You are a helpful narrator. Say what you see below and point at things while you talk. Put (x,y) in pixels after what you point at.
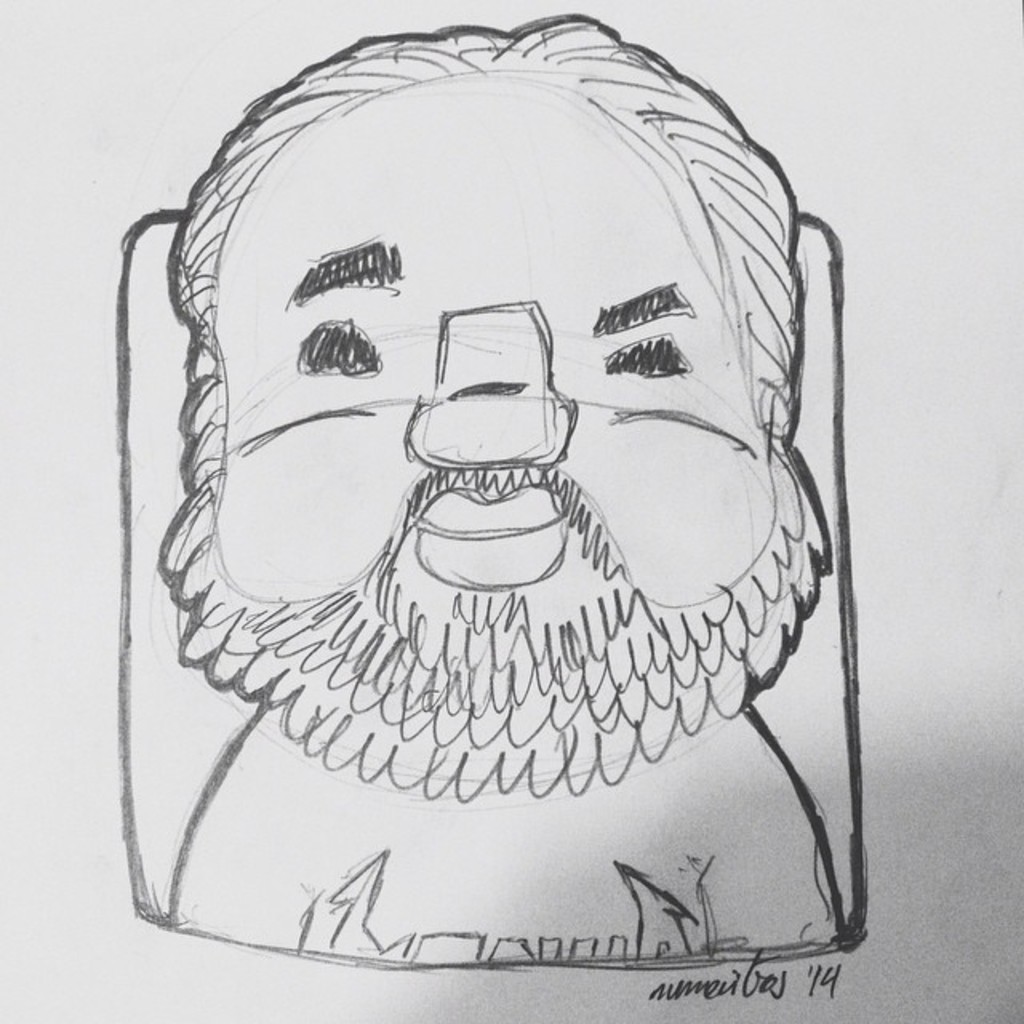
In this image we can see a drawing (478,730) of a person (657,652) on the surface (173,690).
